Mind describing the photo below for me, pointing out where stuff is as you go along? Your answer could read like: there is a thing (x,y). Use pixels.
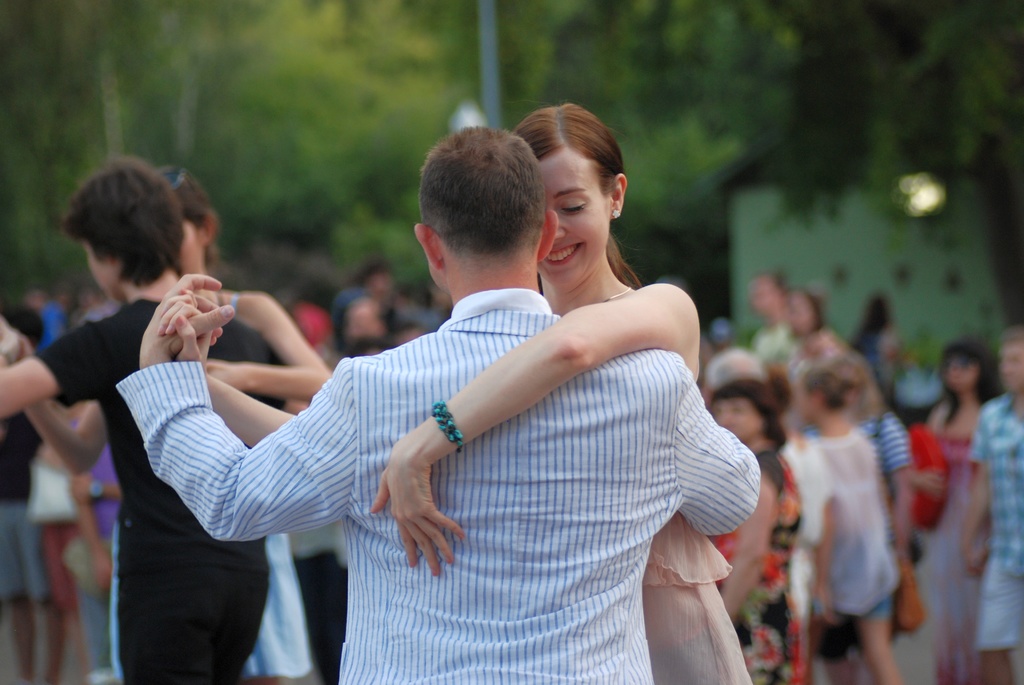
In this picture we can see a woman (437,518) smiling and four people (332,444) dancing and at the back of them we can see a group of people (963,488) and in the background (883,179) we can see a shed (941,265), pole (491,20), trees (512,85) and it is blurry.
